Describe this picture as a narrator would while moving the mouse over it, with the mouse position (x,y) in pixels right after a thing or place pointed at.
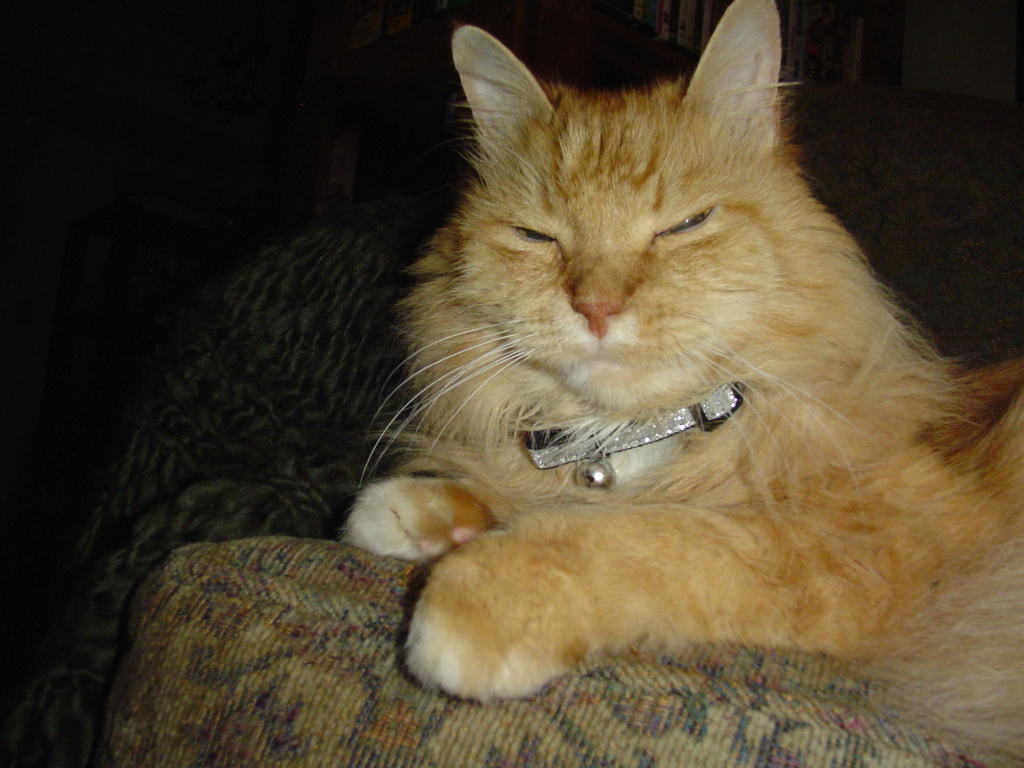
In this picture we can see a cat (516,331) and dark background (307,207).
